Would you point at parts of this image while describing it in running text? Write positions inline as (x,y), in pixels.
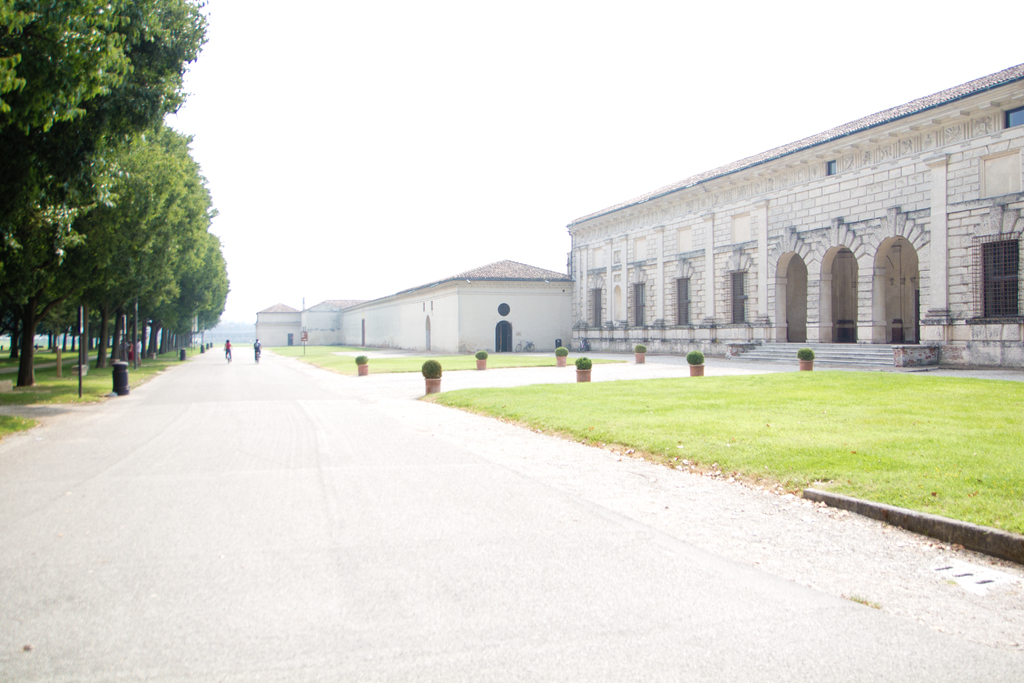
In this image there are two persons (256,352) riding their bicycles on the road (293,551). On the right side of the image (781,314) there are buildings (579,309), in front of the buildings (627,345) there are few plant pots (695,356) and grass (763,414) on the surface (835,424), on the left side of the image (88,317) there are trees (227,290). In the background (387,194) there is the sky (454,194).
